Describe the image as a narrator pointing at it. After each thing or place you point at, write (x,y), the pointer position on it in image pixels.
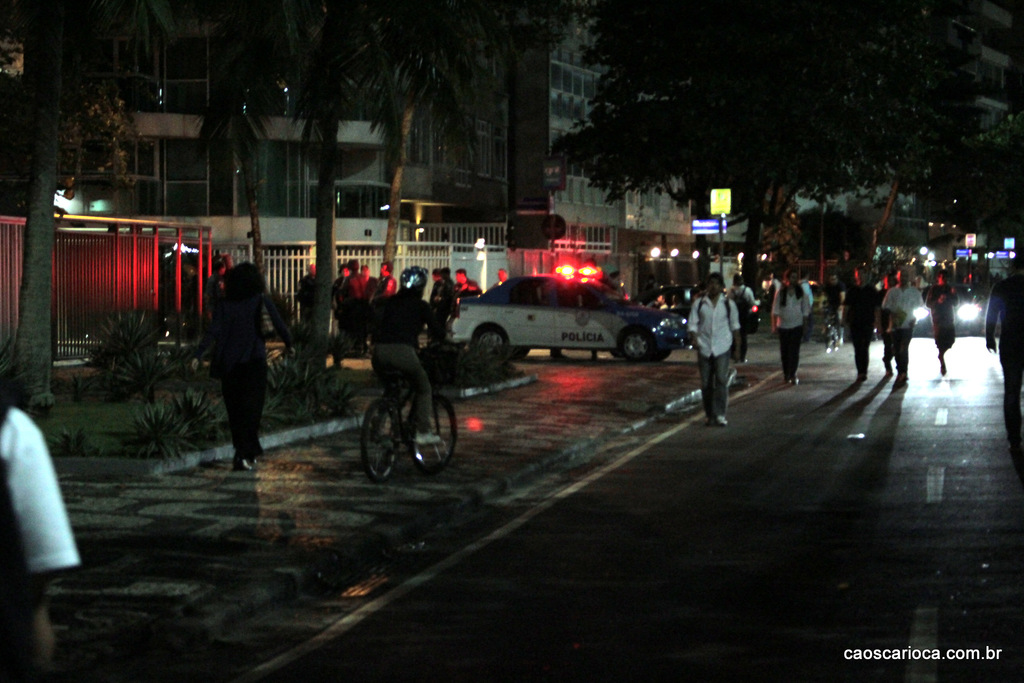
In this picture I can see there are few people (2,621) walking on the walk way (288,507) and there is a person (385,355) riding the bicycle (434,357) and there is a car (553,323) parked here and there are a group of people (471,293) standing here. On the right (844,401) there is a road (893,446) and there are few people (994,286) walking and there is a vehicle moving on the road (902,412) and there are trees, plants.
